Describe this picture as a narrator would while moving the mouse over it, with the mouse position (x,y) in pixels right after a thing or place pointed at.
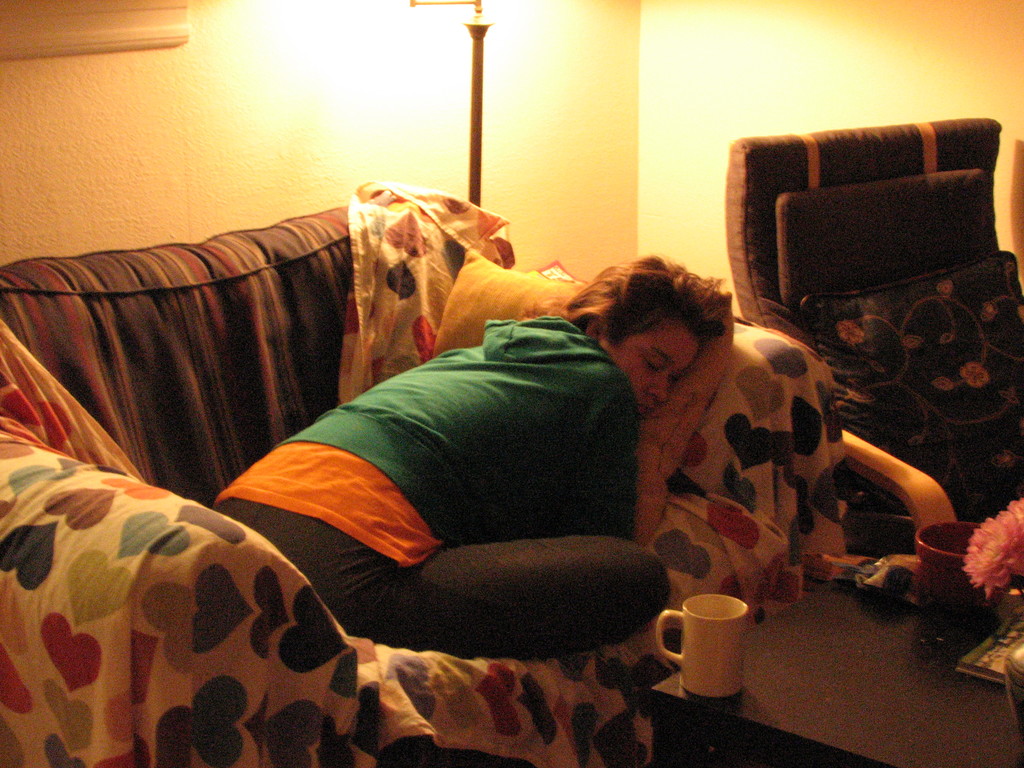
This picture is clicked inside. On the left (321,438) there is a person (443,365) seems to be sitting on a couch (313,319). On the right (806,608) we can see a couch (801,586) and a table (882,727) on the top of which a cup (726,672) and some other items (961,589) are placed. In the background (470,32) we can see a metal rod (480,41) and a wall (623,126).
